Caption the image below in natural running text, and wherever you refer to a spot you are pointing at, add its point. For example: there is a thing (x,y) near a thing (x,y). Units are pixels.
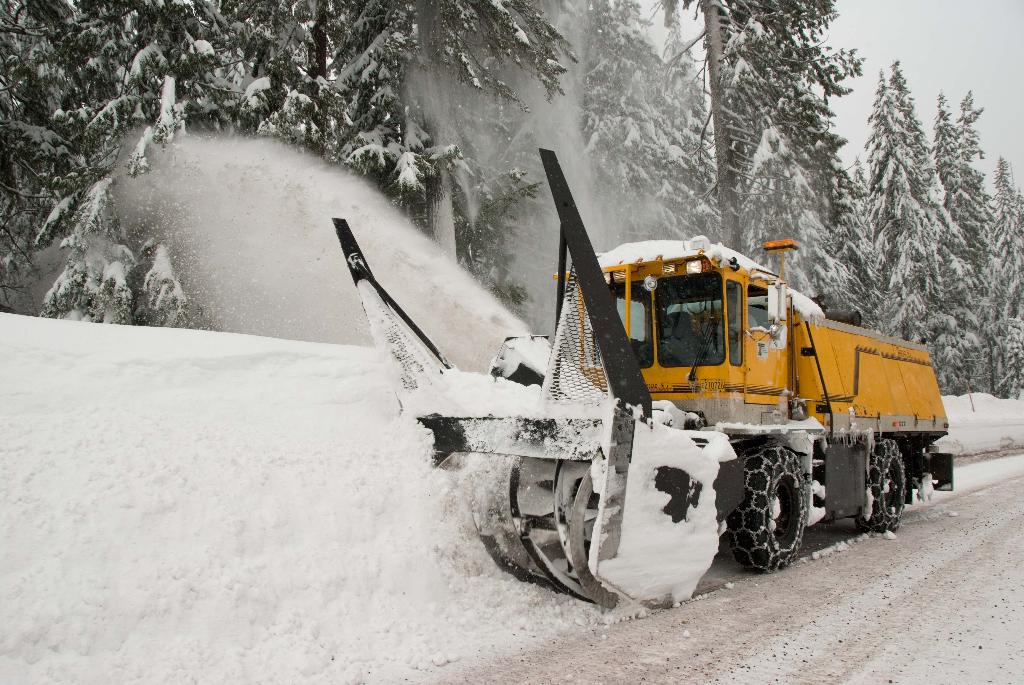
This image is taken outdoors. At the bottom of the image (561,623) there is a ground (744,623) covered with snow (159,408). In the background (931,271) there are many trees (157,254) covered with snow (757,161). At the top of the image (954,44) there is a sky (950,62). In the middle of the image (402,351) a vehicle (682,375) is moving on the ground (253,654) to remove the snow (351,591) which is on the ground (151,504).
